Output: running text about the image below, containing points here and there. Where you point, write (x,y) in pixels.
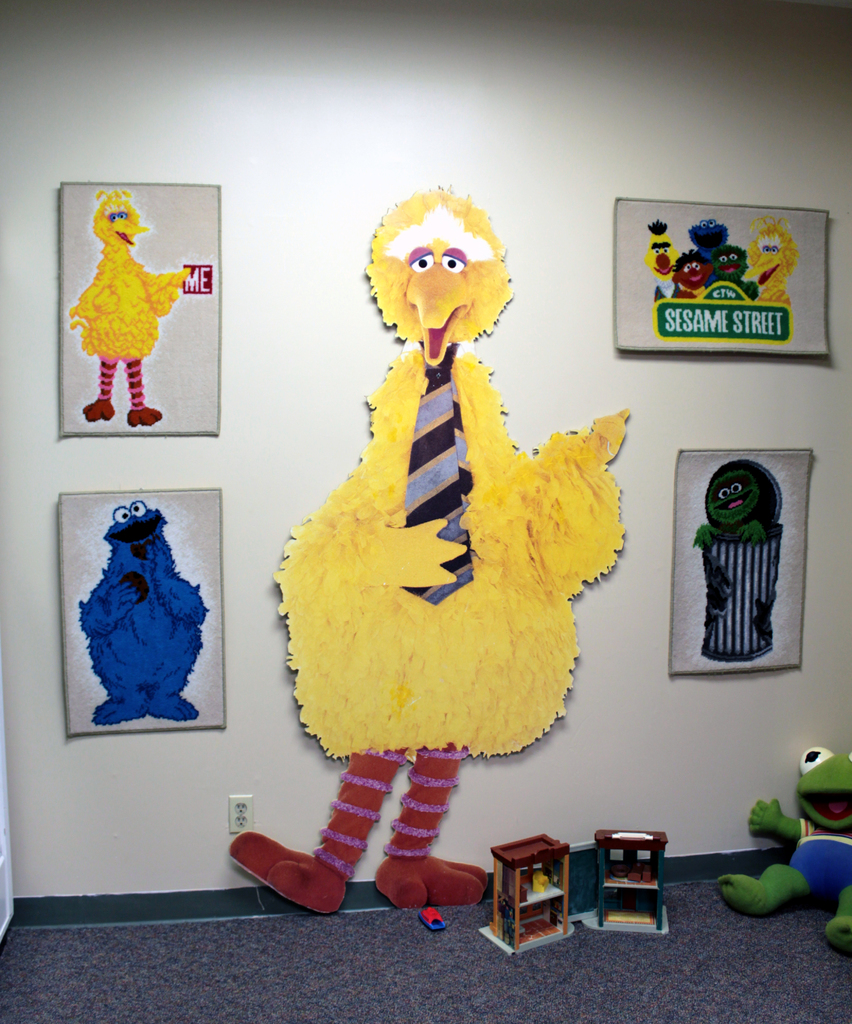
In this image we can see a wall (29,182), and here are the photo frames (792,283), here are the cartoons (439,648) on it, here is the toy (549,909) on the ground (478,969).
